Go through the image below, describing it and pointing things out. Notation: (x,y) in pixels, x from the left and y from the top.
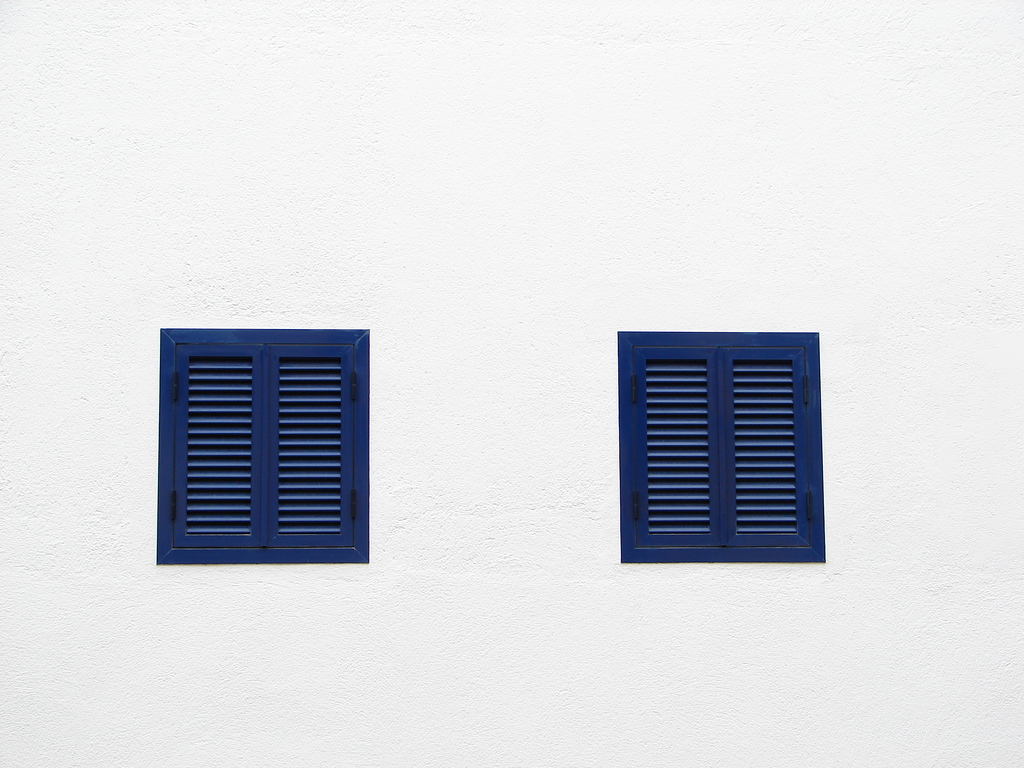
In this image, I can see two blue windows (319,468) and a white wall (502,198).
